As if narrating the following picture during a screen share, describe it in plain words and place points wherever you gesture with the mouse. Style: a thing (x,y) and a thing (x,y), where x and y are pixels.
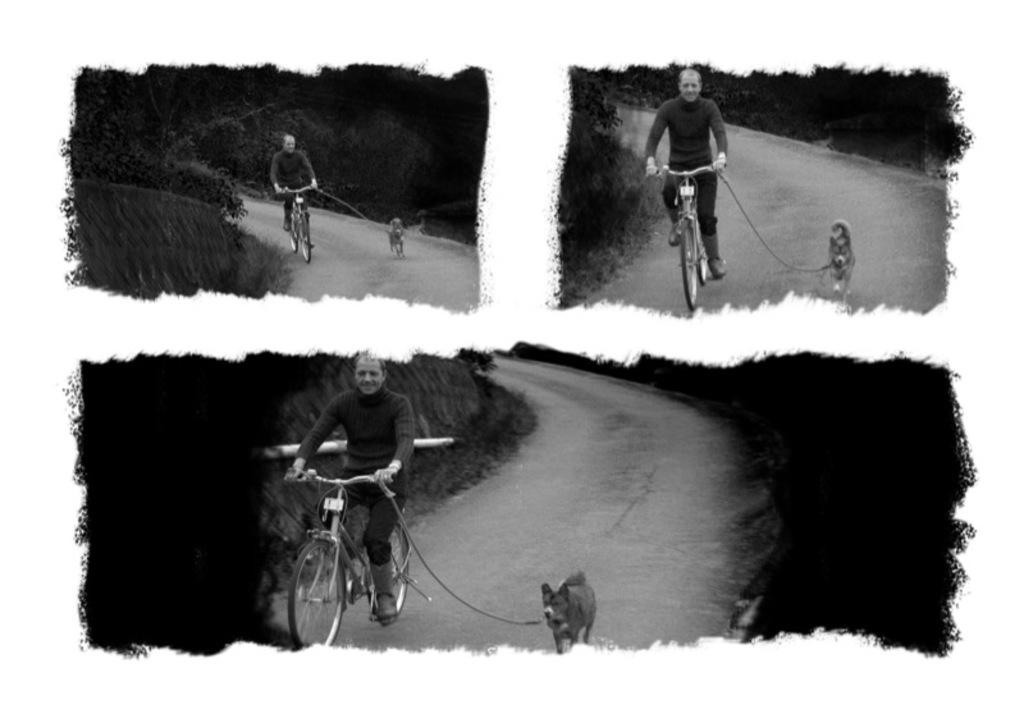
It is a collage image. In this image person (395,491) is riding the cycle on the road (520,523) and we can see a dog (554,605) beside the cycle (396,568). In the background (341,108) there are trees (363,110).
